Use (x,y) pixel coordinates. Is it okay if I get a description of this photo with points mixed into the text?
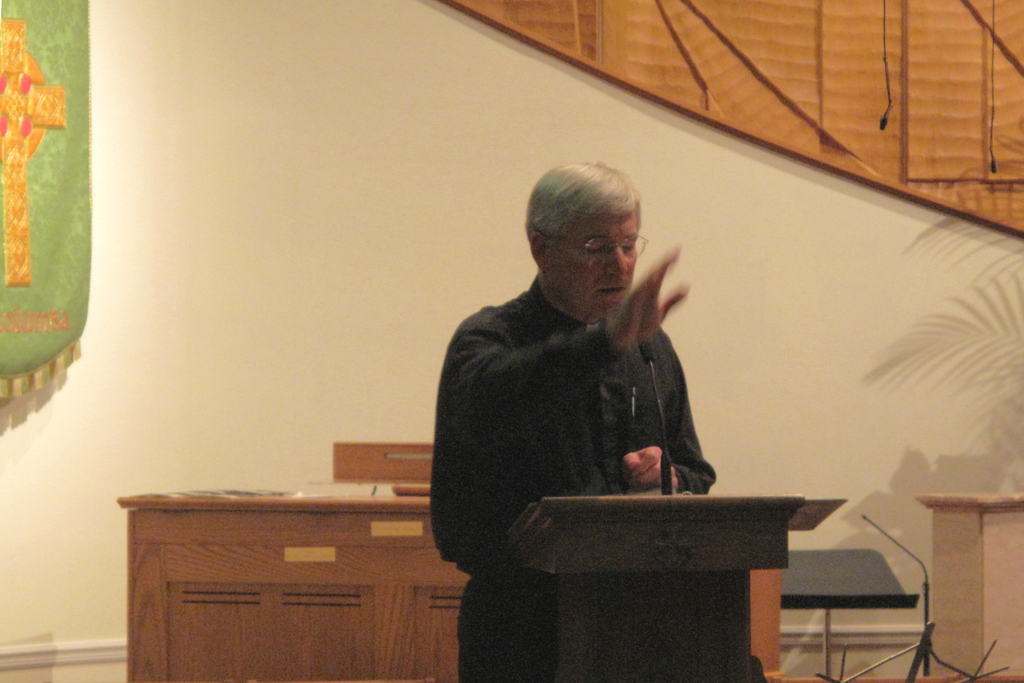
There is a table (455,609) of brown color in the middle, And there is a man (572,479) standing and he is raising his hand (646,307), In the right side (953,591) there is a small table (986,570) of brown color, In the background (971,408) there is a wall (442,145) of white color on that wall (456,182) there is a banner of green color.
